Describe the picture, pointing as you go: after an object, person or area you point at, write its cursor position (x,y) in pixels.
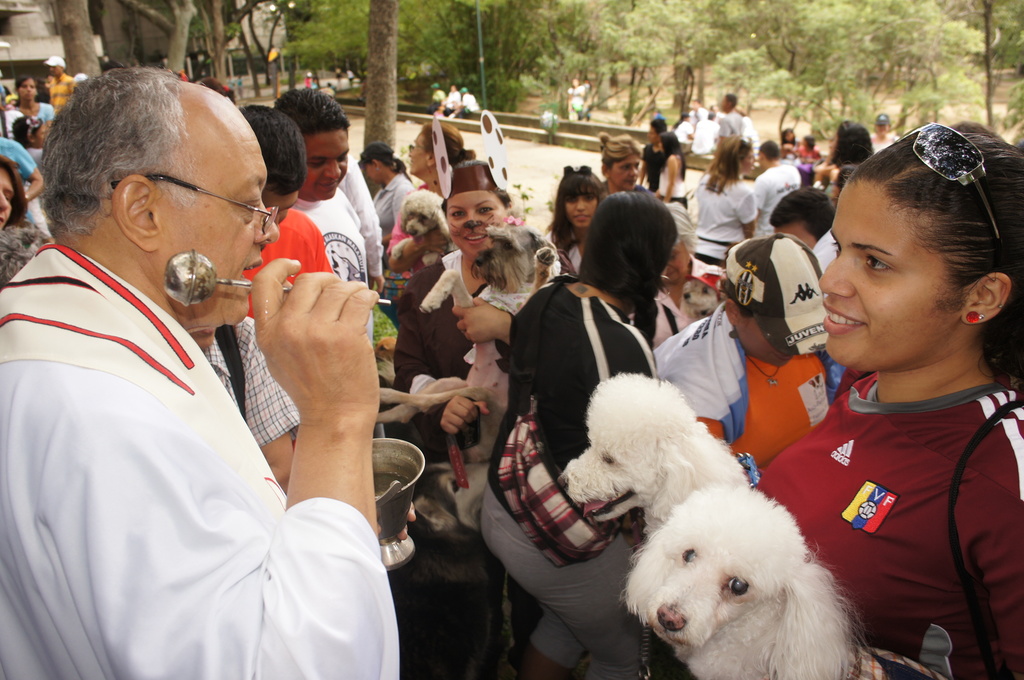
There are group of people (644,206) standing and talking to each other in a garden (470,6) where there are lot of trees (68,15) and building (22,53) on the other side, One woman (1012,316) is holding two puppies (845,618) on hand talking to man (220,455) opposite to her.
